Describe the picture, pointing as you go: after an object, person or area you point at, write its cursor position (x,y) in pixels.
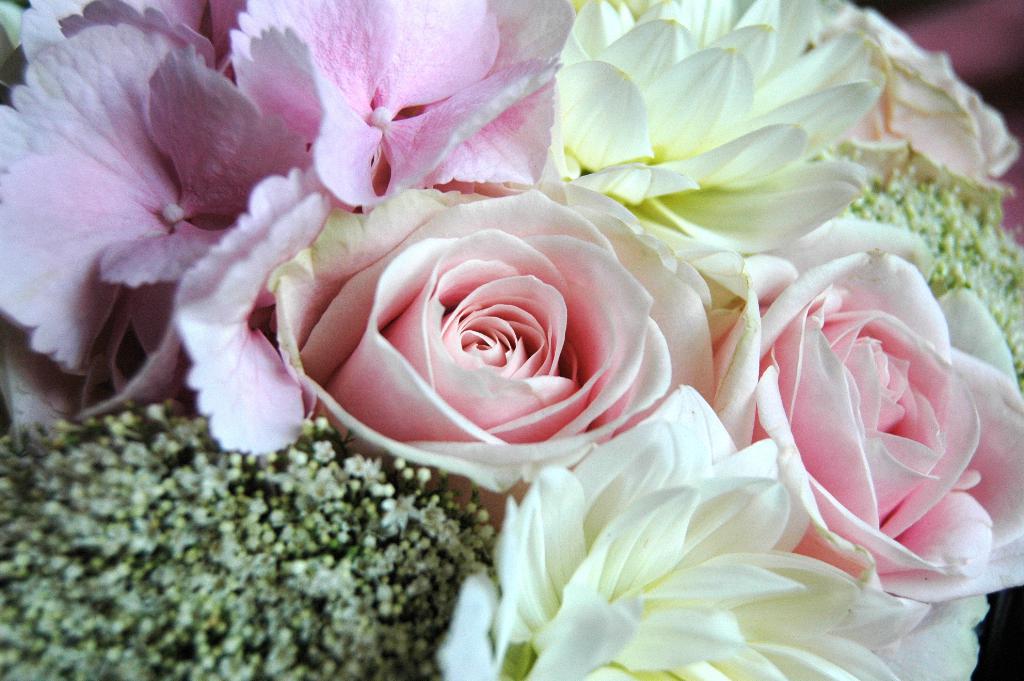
In this picture we can see different colors of flowers (270,479) and in the background (966,32) it is blurry.
